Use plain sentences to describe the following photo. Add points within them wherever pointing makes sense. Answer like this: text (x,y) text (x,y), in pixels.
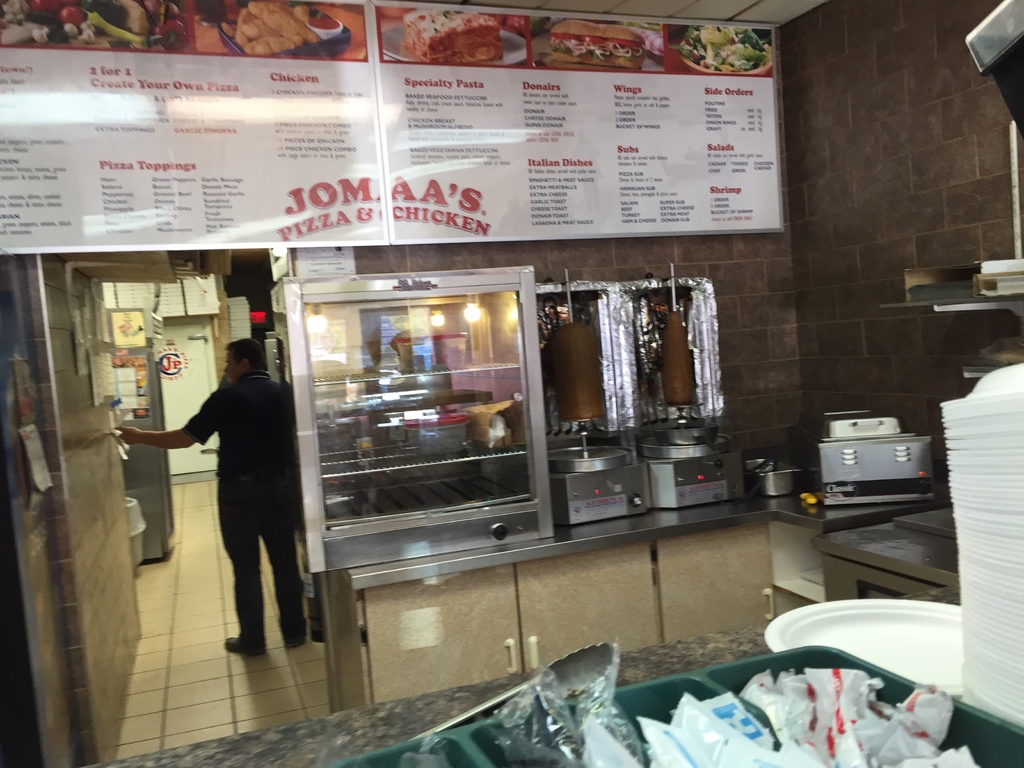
Here in this picture in the front (568,660) we can see a table (277,751), on which we can see a tray (453,765) full of things (723,703) present and beside that we can see plates (1014,577) present and in the front of that we can see a grill (605,489) and some other machinery items (602,473) present and at the top of it we can see the price cards (141,210) present on the wall (843,405) and we can also see a person (230,382) standing on the floor (238,712) and we can see all other things (147,359) also present in front of him.
